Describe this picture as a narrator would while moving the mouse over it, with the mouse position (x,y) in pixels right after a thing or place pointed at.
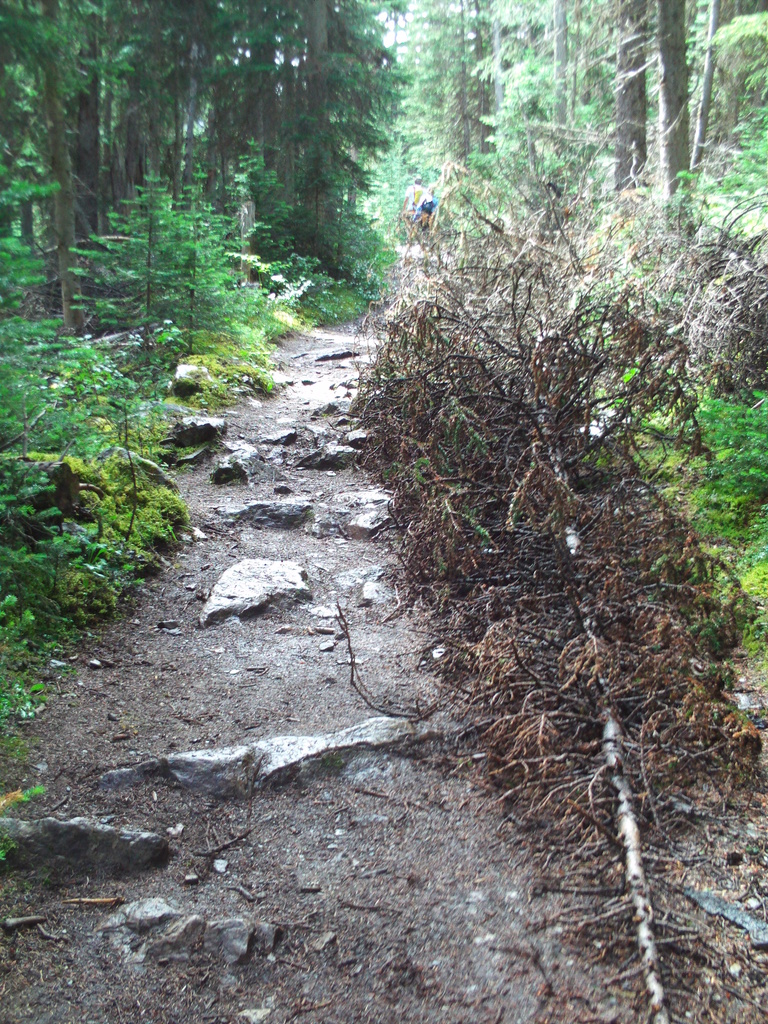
In this image, I can see the rocks (239,579) on the pathway (170,1004). There are plants (128,399) and the trees (487,171).
